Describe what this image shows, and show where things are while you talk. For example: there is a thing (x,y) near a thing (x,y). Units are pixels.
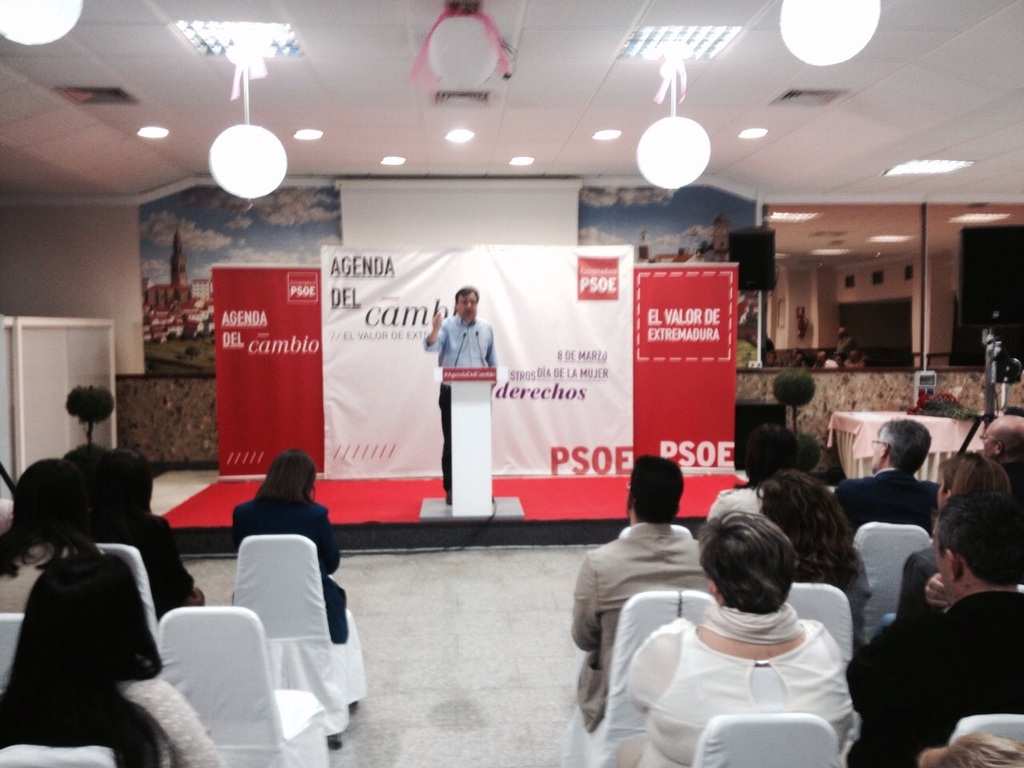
This image is taken indoors. At the top of the image (177,97) there is a ceiling (125,28) with a few lights (215,33) and there are a few paper lamps (248,167). At the bottom of the image (433,726) there is a floor (444,668). On the left side of the image (159,566) a few people (93,621) are sitting on the chair (222,711) and there is cupboard (61,382). There is a plant (104,411). On the right side of the image (845,434) there is a table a table cloth (855,423) and a bouquet (950,416) on it. There is a camera (1002,361) and there are a few objects (769,418). Many people (992,444) are sitting on the chairs (815,723). In the background (813,307) there is a wall (786,264). There are two pillars (921,322). There is a speaker box (768,257) and there is a painting (173,274) on the wall (86,225). There are a few boards (284,346) and there is a banner (581,376) with a text (581,392) on it. In the middle of the image (453,337) a man (467,346) is standing on the dais (385,509) and there is a podium (477,429) with two mics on it.
